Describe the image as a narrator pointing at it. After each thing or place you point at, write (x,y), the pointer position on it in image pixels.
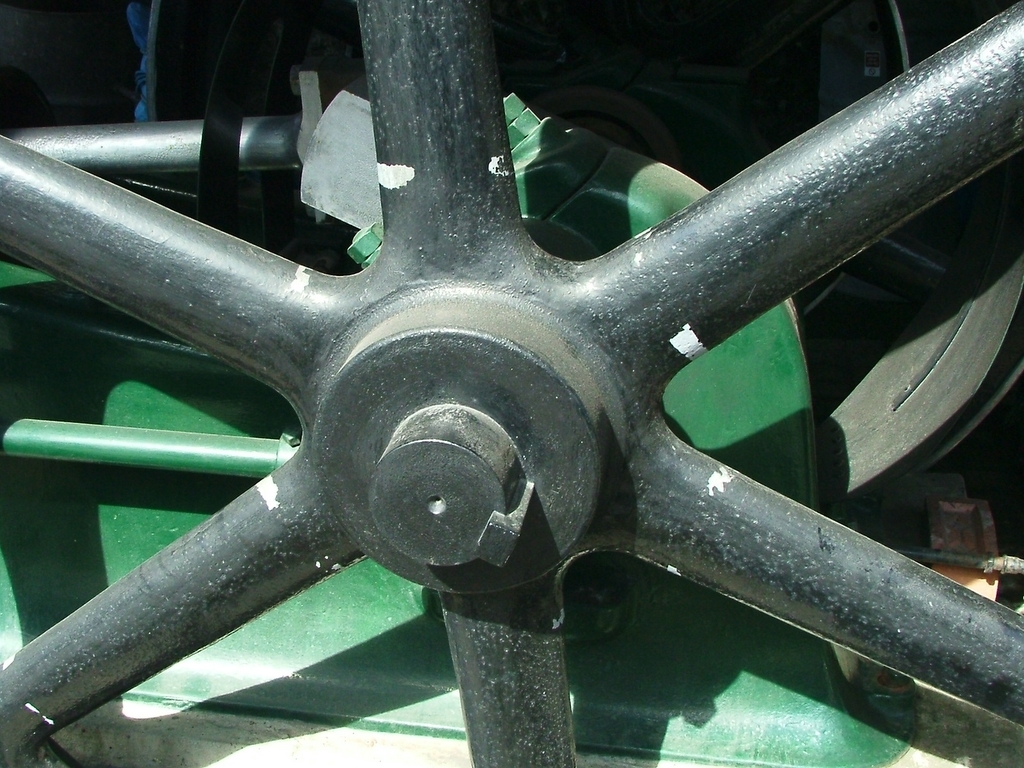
In this picture we can see machine's wheel (685,576). Here we can see green color box (683,740).
